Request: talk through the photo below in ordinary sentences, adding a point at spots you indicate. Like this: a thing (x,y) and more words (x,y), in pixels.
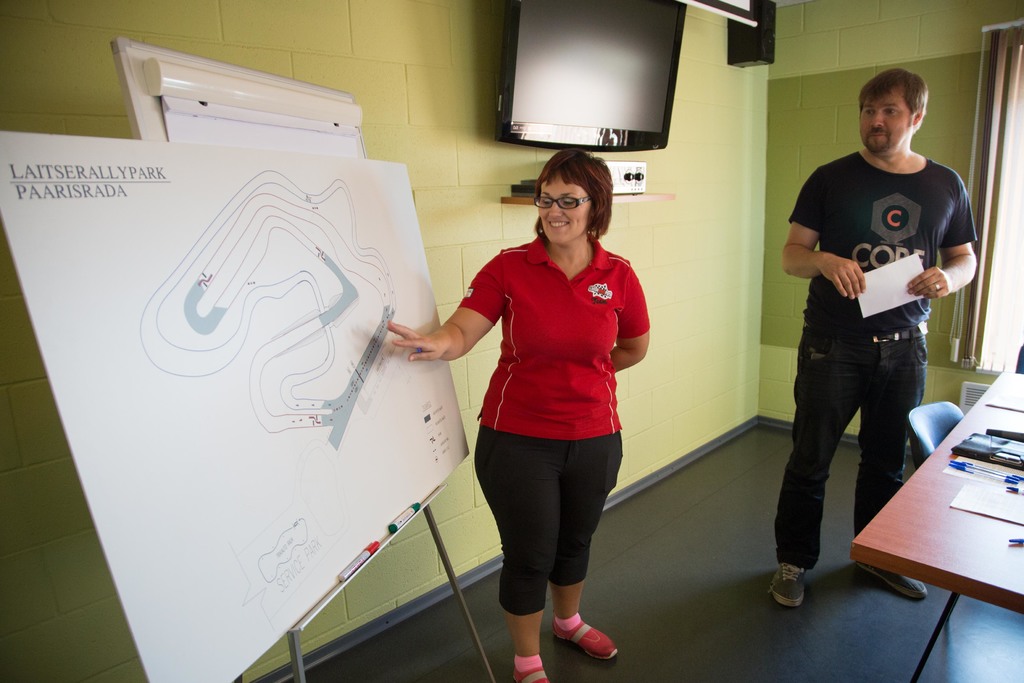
In this image we see a woman (559,328) wearing red t shirt (559,367) is standing near the white board (325,441) and also person (873,486) wearing black t shirt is standing on the floor (850,606). We can see television (596,69), table (929,549), pens (1001,473), chairs (922,452), papers (967,460) and curtains (978,250) in the background (984,270).
